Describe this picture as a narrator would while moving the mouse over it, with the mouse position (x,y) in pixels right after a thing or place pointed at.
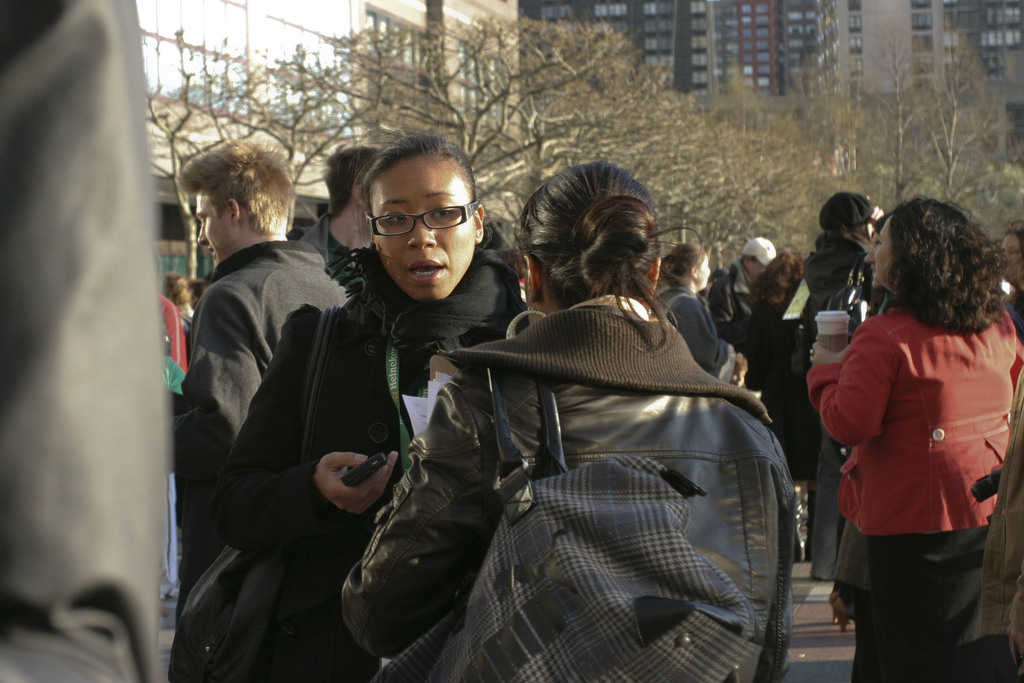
In this picture I can see people (602,358) standing on the surface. I can see trees (706,140). I can see the buildings (673,84) in the background (663,26).
